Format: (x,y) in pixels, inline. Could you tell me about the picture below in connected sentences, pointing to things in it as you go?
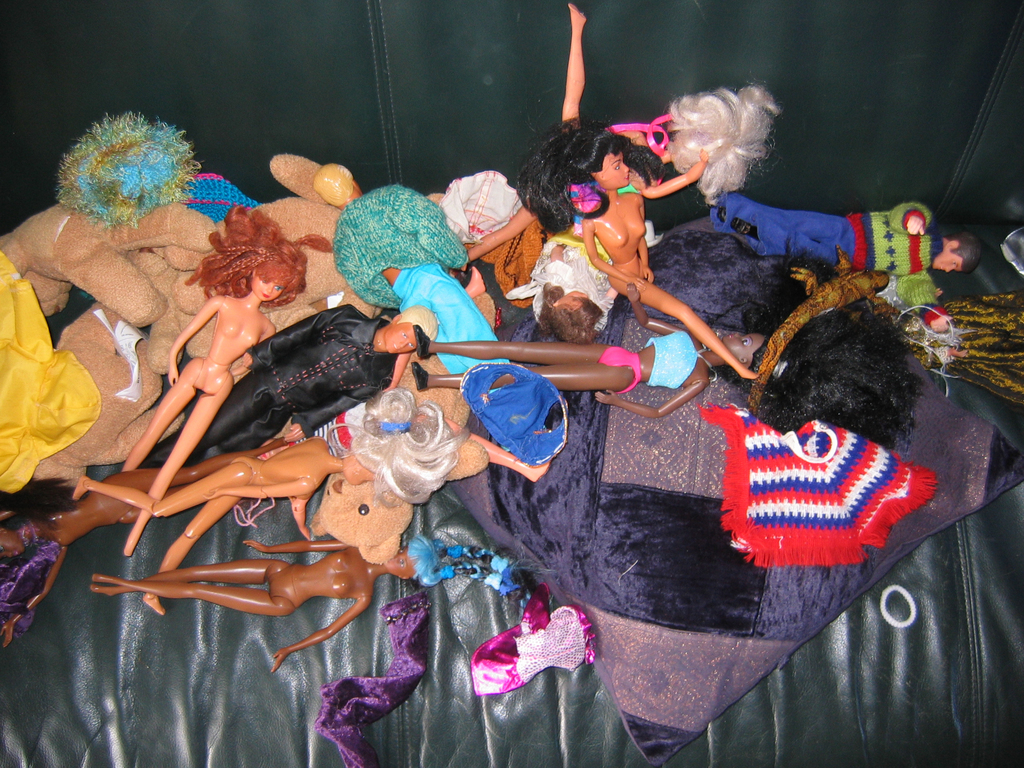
In the image we can see there are many toys (441,285) of different colors and shape. The toys (482,304) are kept on the sofa (358,131). There is even a pillow (678,472), on the sofa (84,618).
